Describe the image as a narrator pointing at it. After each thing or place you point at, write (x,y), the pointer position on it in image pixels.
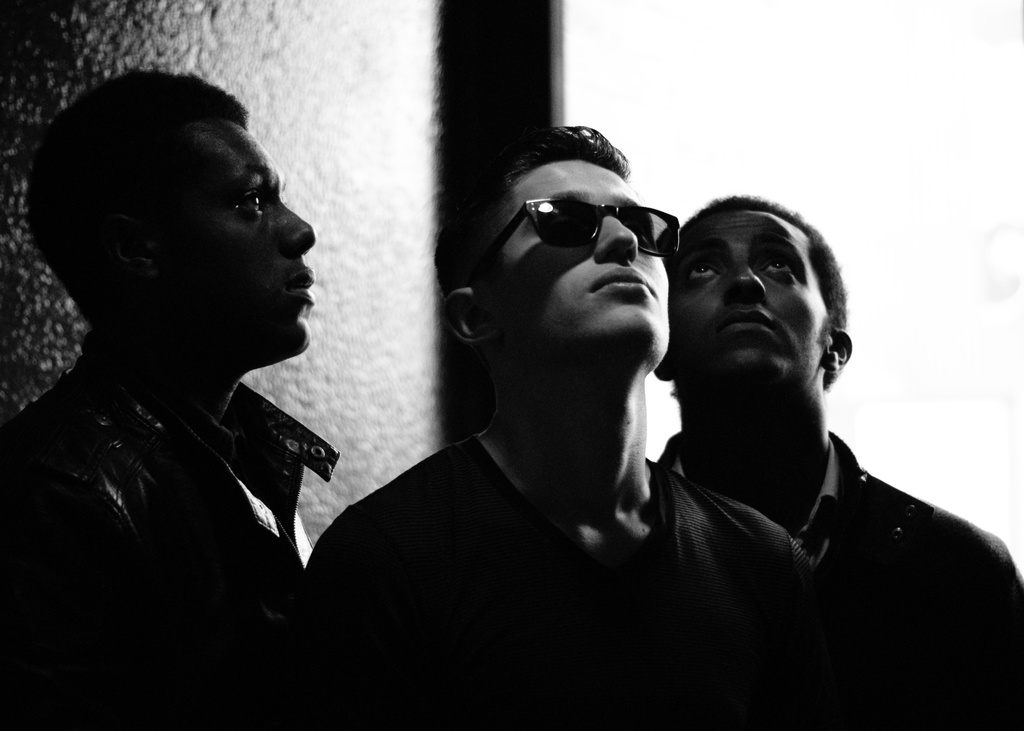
In the center of the image (568,460) we can see a three persons (608,511) are there, middle person (637,432) is wearing a goggles (583,230). In the background of the image (368,121) a wall (361,193) is there.
